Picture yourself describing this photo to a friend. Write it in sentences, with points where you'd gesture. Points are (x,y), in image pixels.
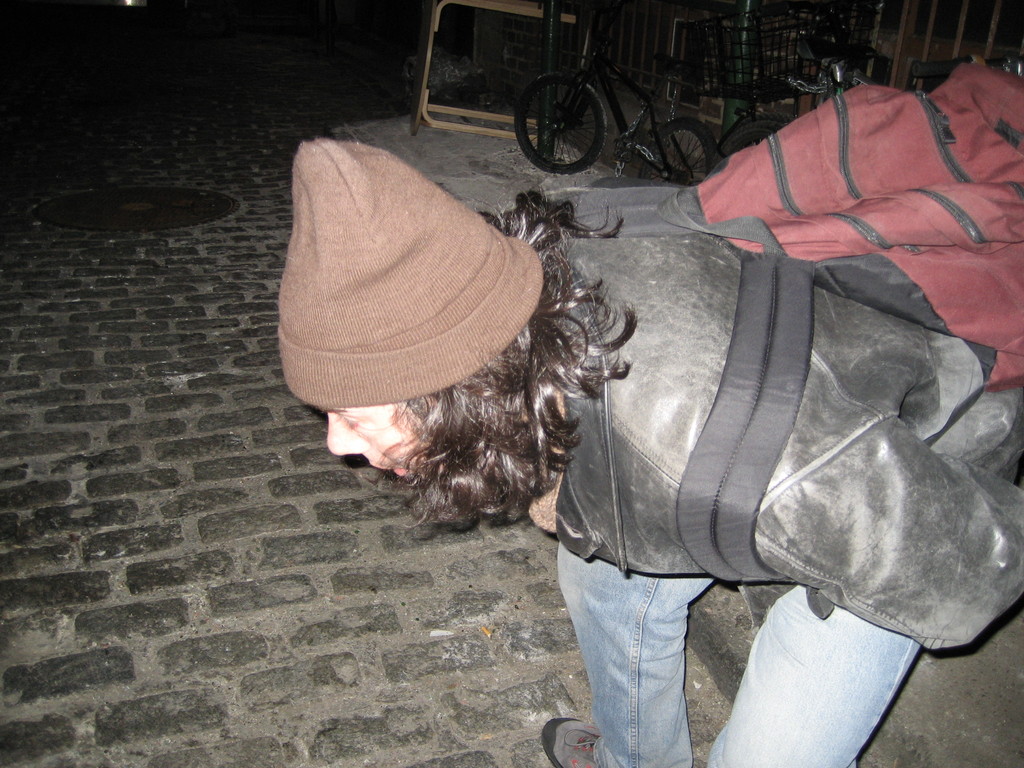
This is outdoor picture. On the background of the picture (537,14) we can see a table (431,35) and beside that there is a bicycle (601,111) with a basket (778,71) and here we can see a man (889,477) bending and looking toward the ground (305,547) and the man (358,435) is highlighted in the picture. Man (561,534) is wearing a backpack (889,209) which is red in colour and is wearing a jacket (841,514) which is black in colour. He wore a cap (420,262) which is brown in colour. Here we can see a drainage cap (180,217).
